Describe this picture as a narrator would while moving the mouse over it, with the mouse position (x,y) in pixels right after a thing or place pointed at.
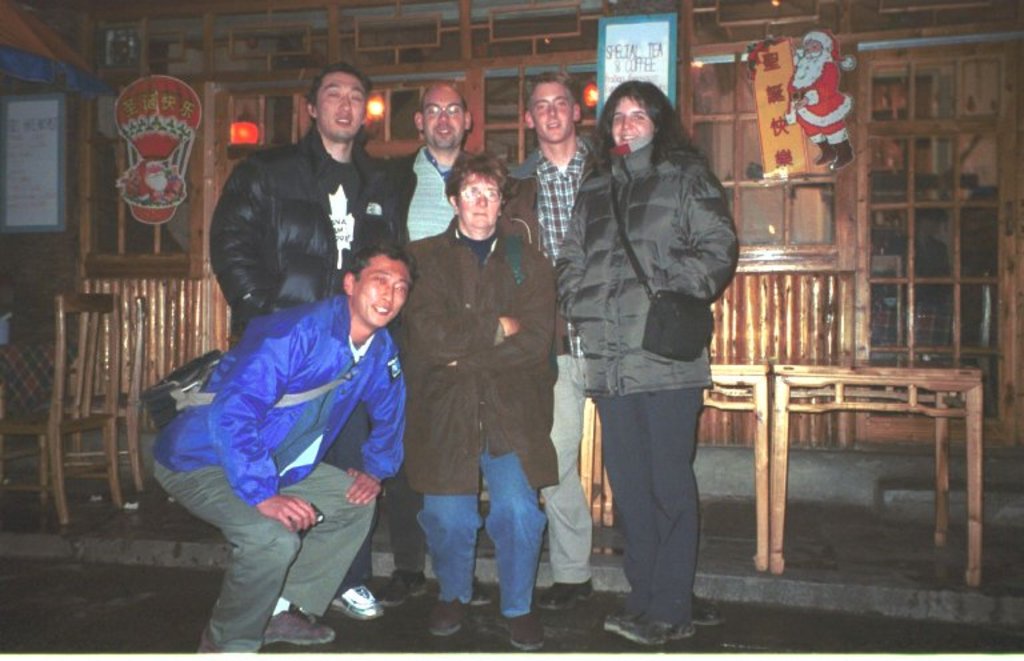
In this image I can see group of people (554,197) standing. The person (475,181) standing in front (475,296) wearing brown jacket (504,396), blue pant (511,466). I can also see few persons (617,340) wearing bag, at the back (765,361) I can see few chairs (86,319) in brown color and wall (237,58) in brown color. I can also see a frame (612,60) attached to the pole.
